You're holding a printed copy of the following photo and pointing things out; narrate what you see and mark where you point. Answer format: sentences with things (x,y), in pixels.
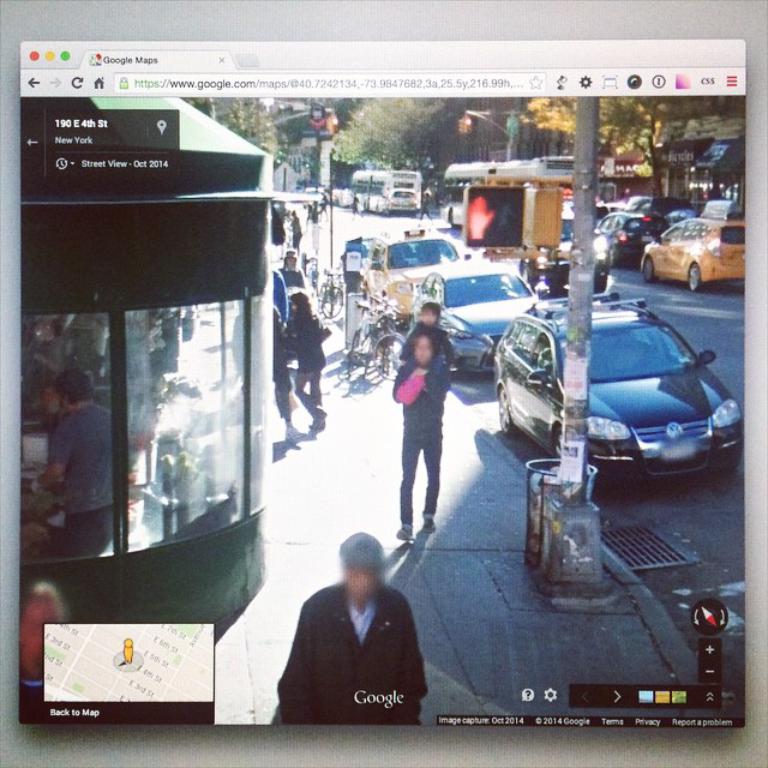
Vehicles (518,269) are on the road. Here we can see people (356,592), pole (569,529), trees (568,120) and store (170,458).
